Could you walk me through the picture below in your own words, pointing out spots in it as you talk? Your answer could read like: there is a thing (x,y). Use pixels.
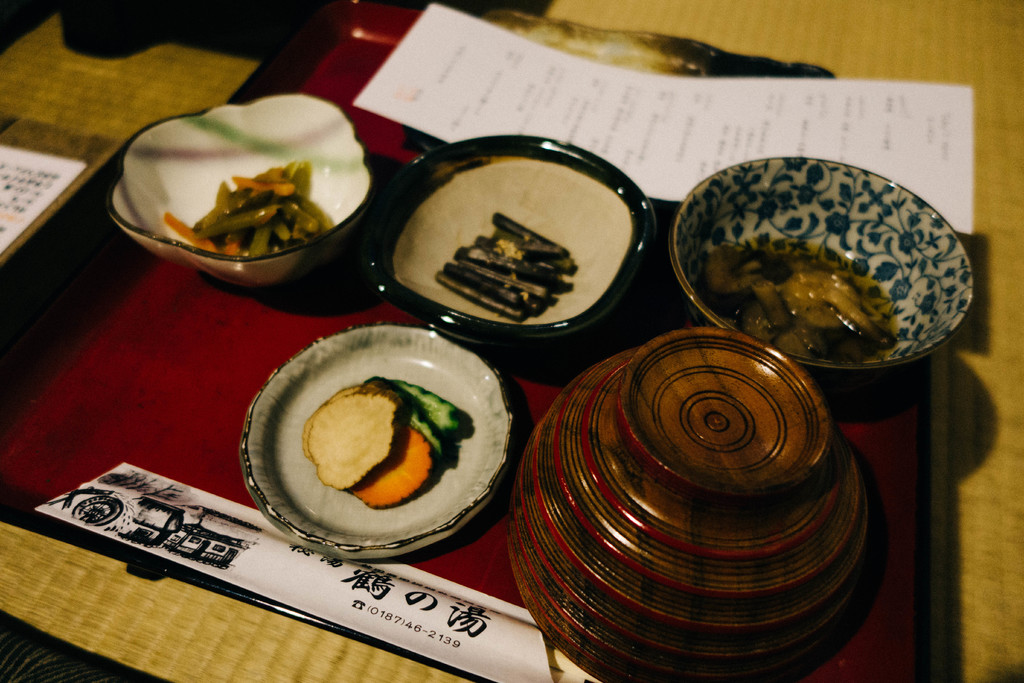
There are some bowls (390,251) with some food items (500,244) kept on a surface (224,404) as we can see in the middle of this image (627,332). There is a white color paper (571,100) at the top of this image (538,106).
